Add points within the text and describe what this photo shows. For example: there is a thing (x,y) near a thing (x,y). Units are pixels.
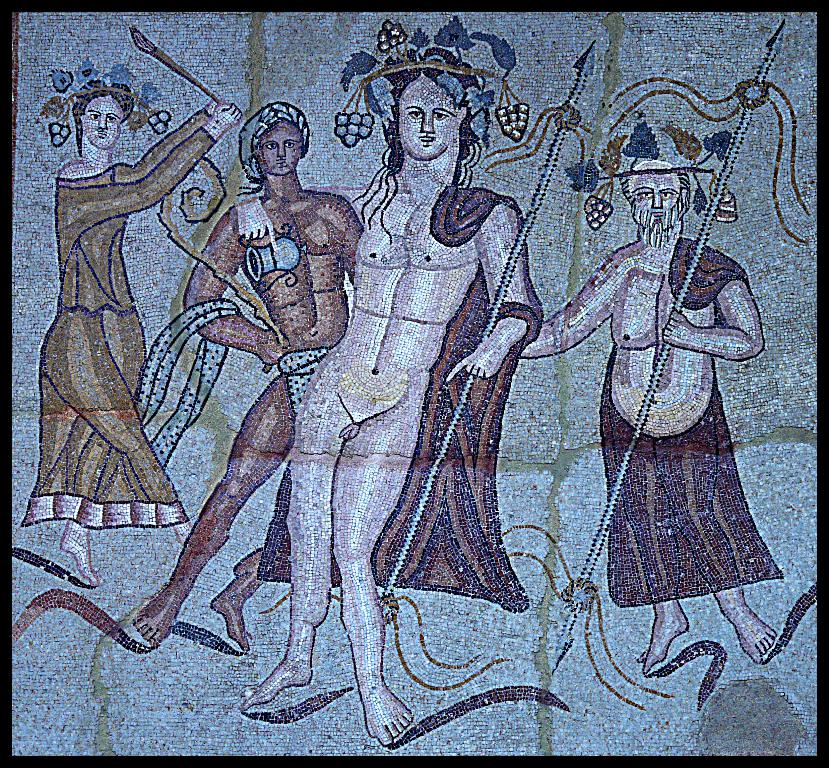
This picture shows painting (567,344) on the wall (431,408) and we see people (463,197) in the painting (475,172).
